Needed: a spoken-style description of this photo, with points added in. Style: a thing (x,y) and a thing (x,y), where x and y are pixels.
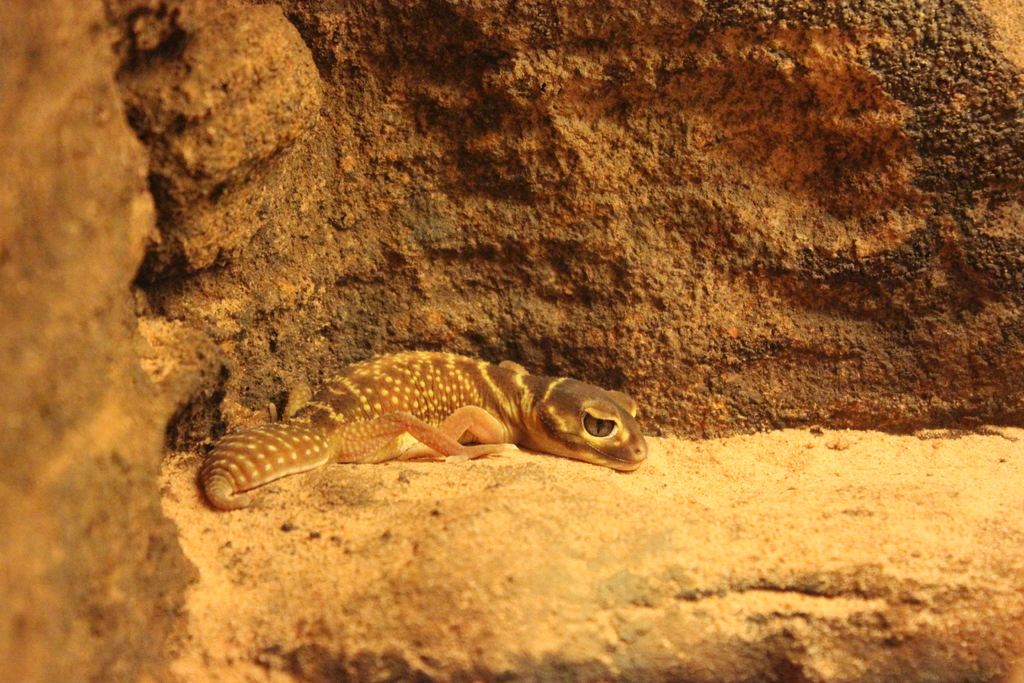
In this image there is like a lizard (331,450) and in the background (336,116) there is a wall (171,41).
